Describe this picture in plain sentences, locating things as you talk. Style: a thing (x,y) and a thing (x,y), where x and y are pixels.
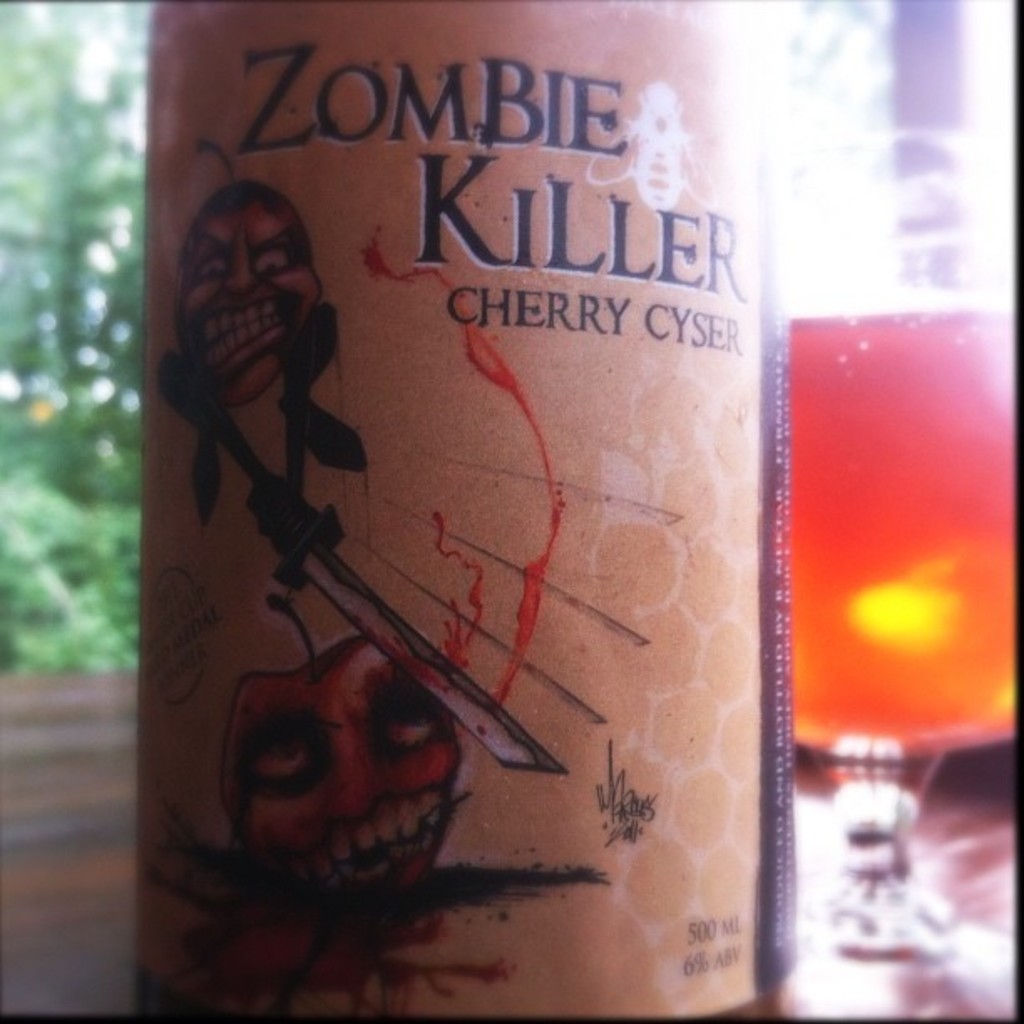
In this image there is a bottle (499,742) on a table (984,986) and there is a glass (846,508), in the background (120,658) it is blurred.
